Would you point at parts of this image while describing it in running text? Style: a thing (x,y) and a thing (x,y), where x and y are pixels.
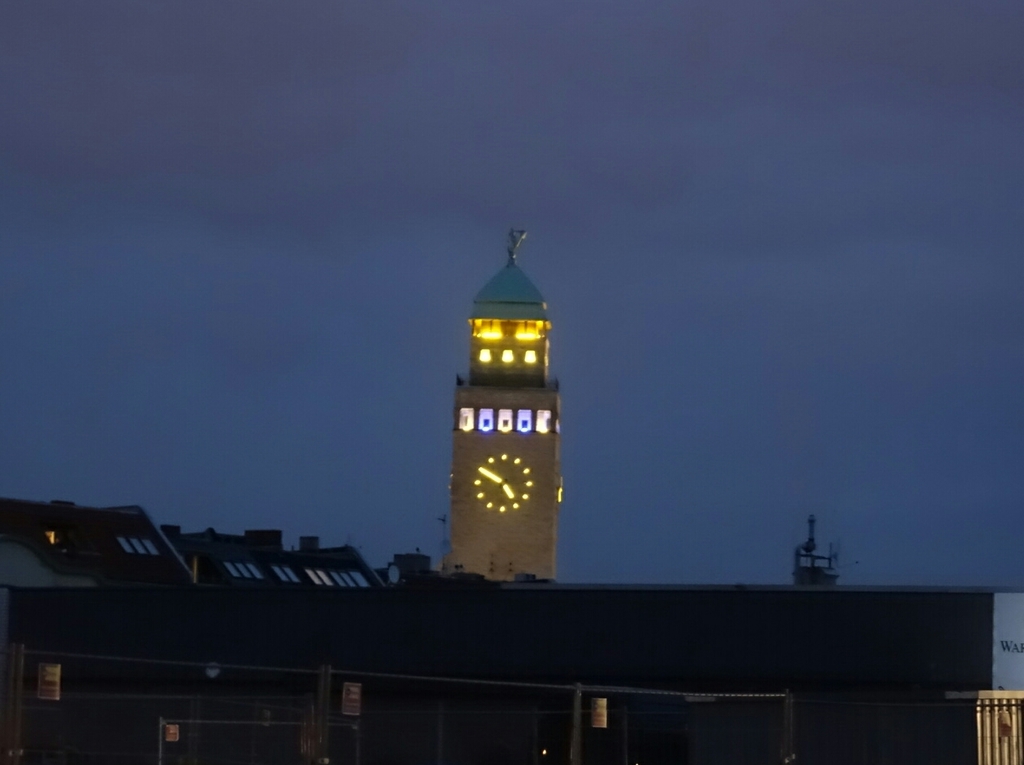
In this picture there are buildings (567,642) and there is a clock (506,479) on the tower (547,459). In the foreground (673,762) it looks like a fence (394,702) and there are boards (353,698). At the top (365,211) there is sky (537,217). On the right side of the image (1008,627) it looks like a hoarding (1009,605) and there is text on the hoarding (1004,642).
